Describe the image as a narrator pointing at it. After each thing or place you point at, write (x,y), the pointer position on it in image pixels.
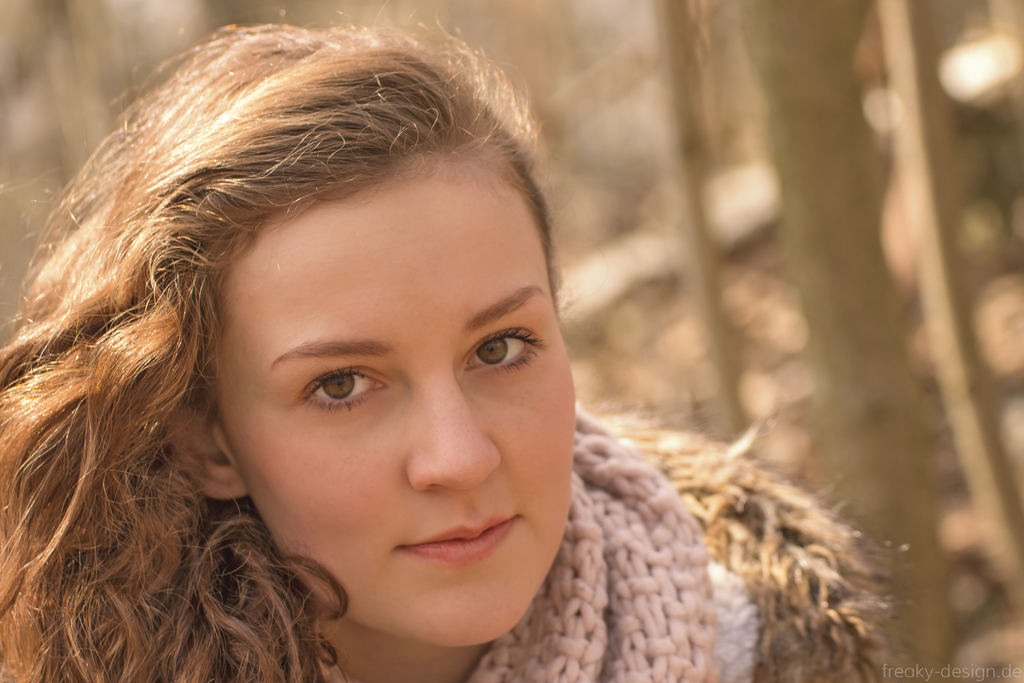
In this picture we can see a woman (540,466) and there is a blur background (817,59).
